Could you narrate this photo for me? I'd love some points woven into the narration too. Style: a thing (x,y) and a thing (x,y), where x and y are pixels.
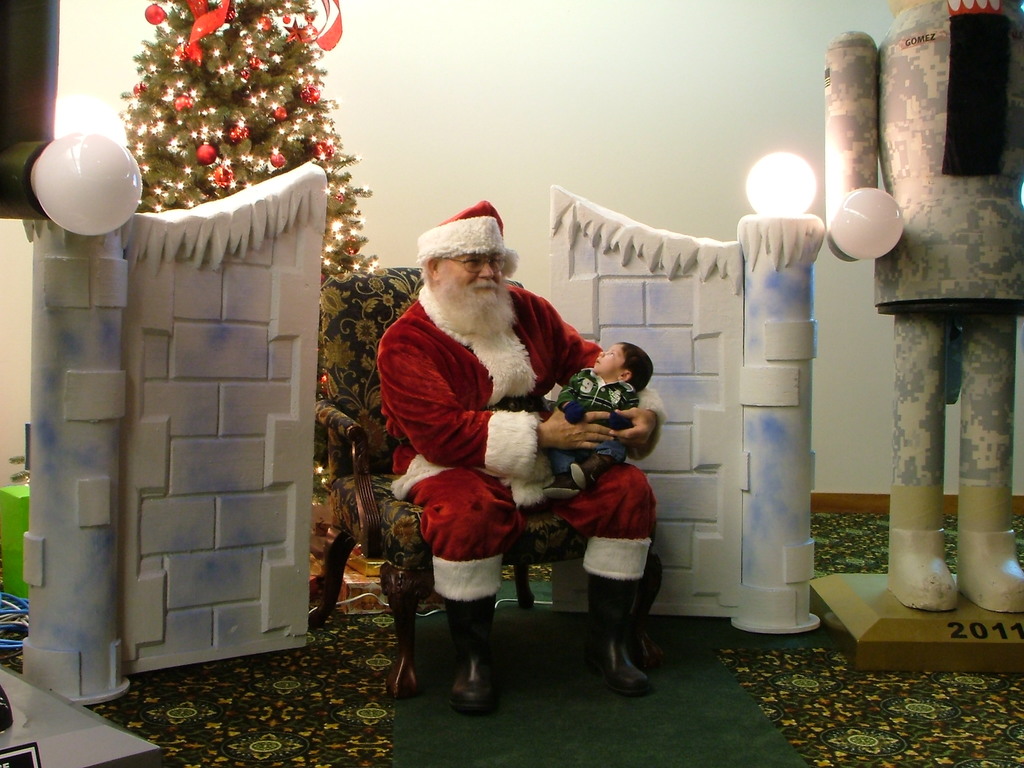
In this image we can see a person (485,502) wearing Santa Claus costume (532,459) is carrying a child (576,465) and sitting on the chair (386,510). Here we can see lamps (806,175), some decoration items (810,278), statue (1000,248), Xmas tree (285,148) and the wall (347,110) in the background (576,145).
